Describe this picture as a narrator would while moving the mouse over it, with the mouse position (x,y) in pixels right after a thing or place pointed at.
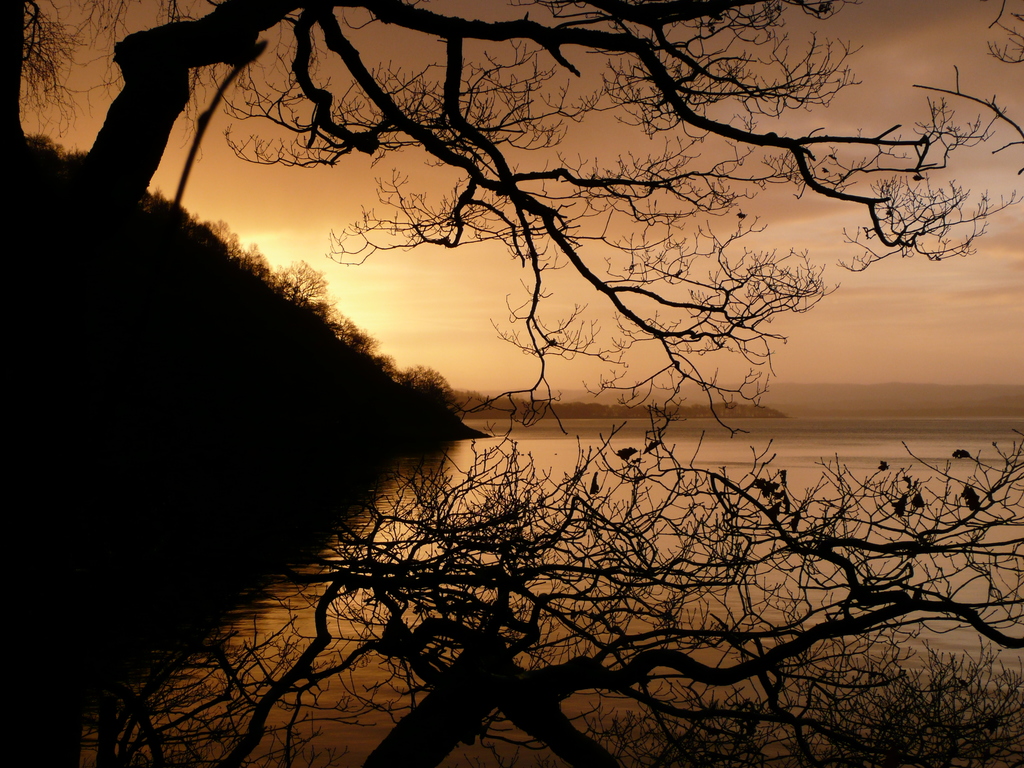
This is water (830,460) and there are trees (5,411). In the background (874,235) there is sky (798,365).
